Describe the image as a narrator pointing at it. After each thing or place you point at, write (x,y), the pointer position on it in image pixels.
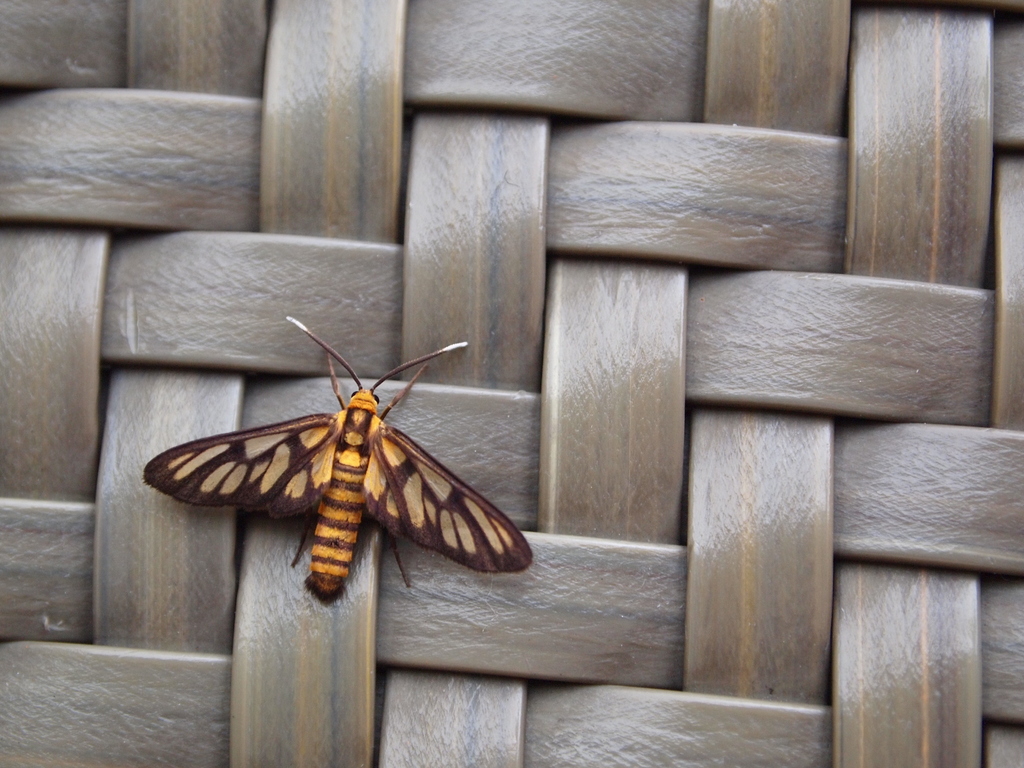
In this picture, we see an insect (383,482) in brown and yellow color. In the background (415,212), it is in brown color and it might be a mat (199,314) with the nylon strips (647,527).
